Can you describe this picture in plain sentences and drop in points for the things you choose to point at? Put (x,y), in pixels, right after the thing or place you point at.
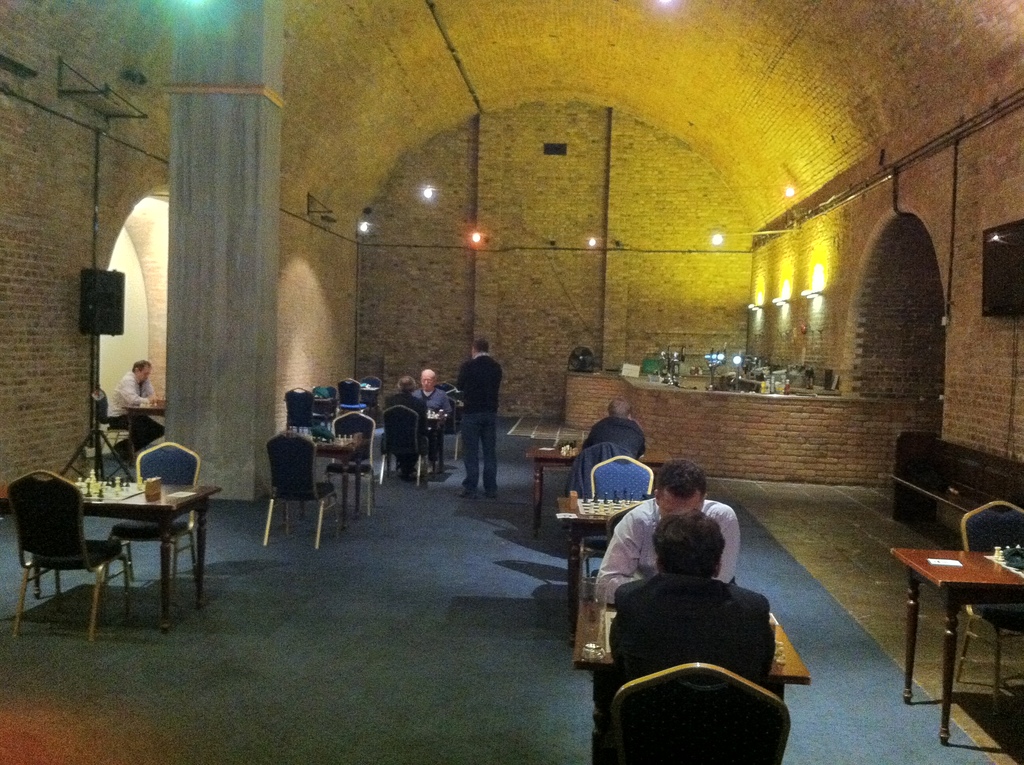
In this image, we can see persons (721,623) wearing clothes (146,392) and sitting on chairs (389,436) in front of tables (556,459). There is a person (493,382) standing in front of the wall (401,272). There are some lights (367,223) in the middle of the image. There is pillar (235,326) on the left side of the image (213,308). There are tables (940,586) and chairs (187,528) in the bottom left (127,634) and in the bottom right of the image (985,607).
